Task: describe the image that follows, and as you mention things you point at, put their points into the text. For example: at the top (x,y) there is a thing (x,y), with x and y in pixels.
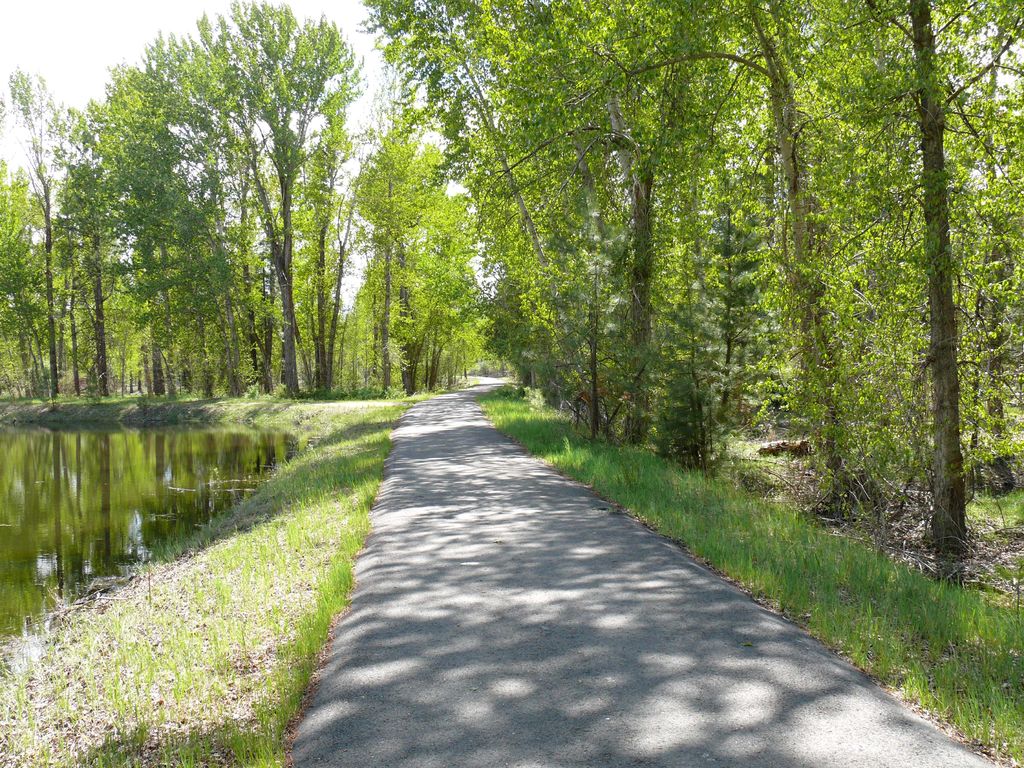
In this image there is a lake (114,448) beside that there is a road (633,564) and so many trees (935,90).
